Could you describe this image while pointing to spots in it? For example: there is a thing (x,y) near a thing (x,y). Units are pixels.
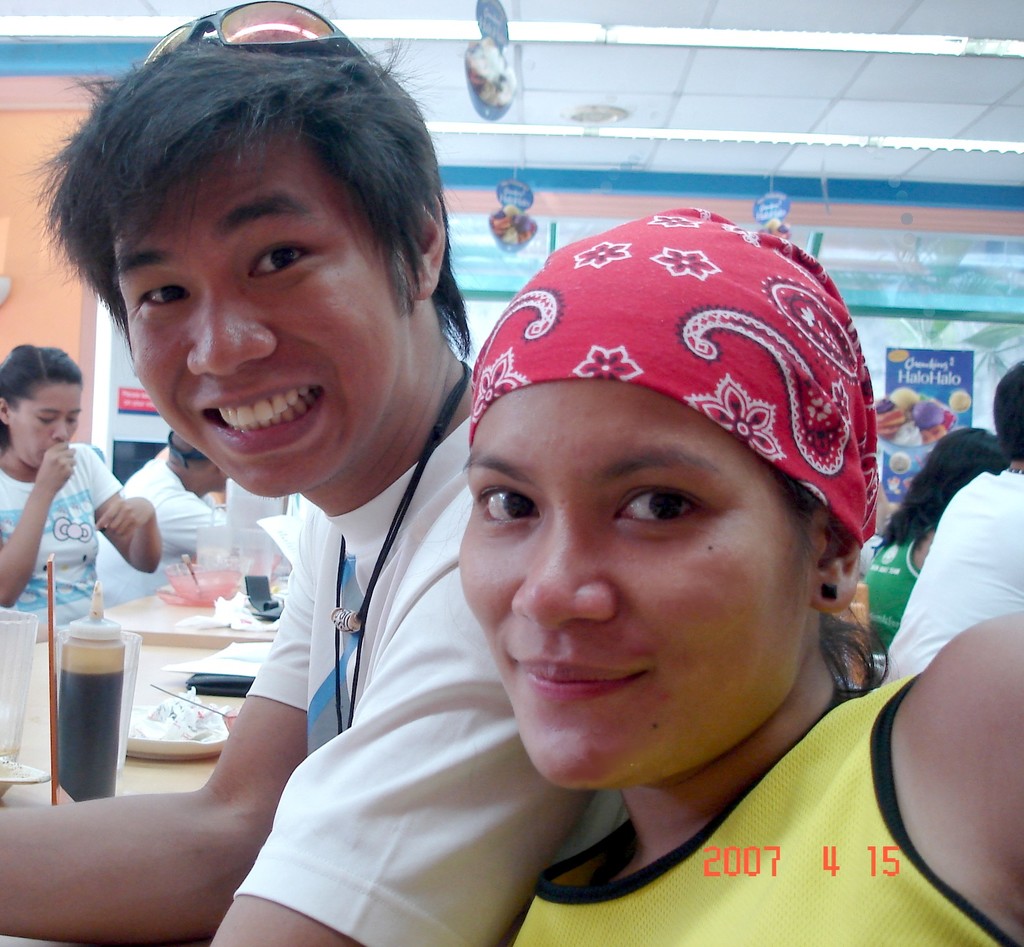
In this picture I can see people (463,524) among them a man (306,445) and a woman (471,575) are smiling. In the background (180,660) I can see a table (195,653). On the table (186,781) I can see glass (134,705) and some other objects (202,709) on it. In the background (831,170) I can see a ceiling (785,125).
